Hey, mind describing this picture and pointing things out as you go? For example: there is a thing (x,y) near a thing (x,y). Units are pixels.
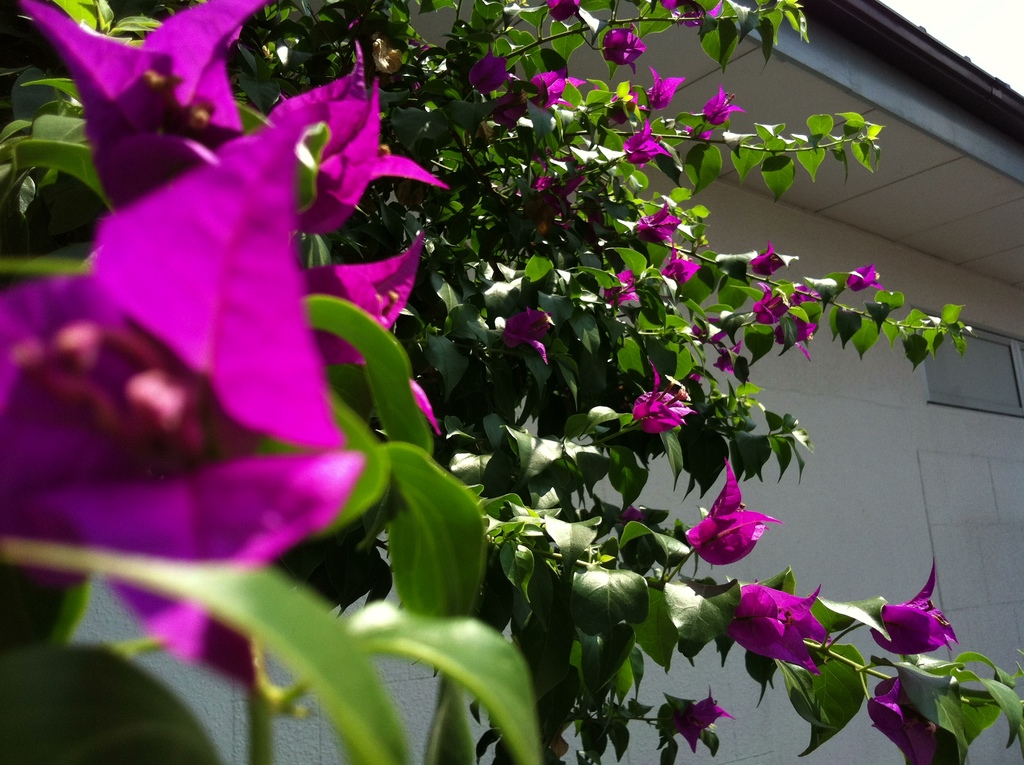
In the foreground of this image (417,239), flowers (254,361) to a tree (575,299). In the background (905,430), there is a wall (876,449) of a building (915,386). At the top (959,28), there is the sky (965,18).
